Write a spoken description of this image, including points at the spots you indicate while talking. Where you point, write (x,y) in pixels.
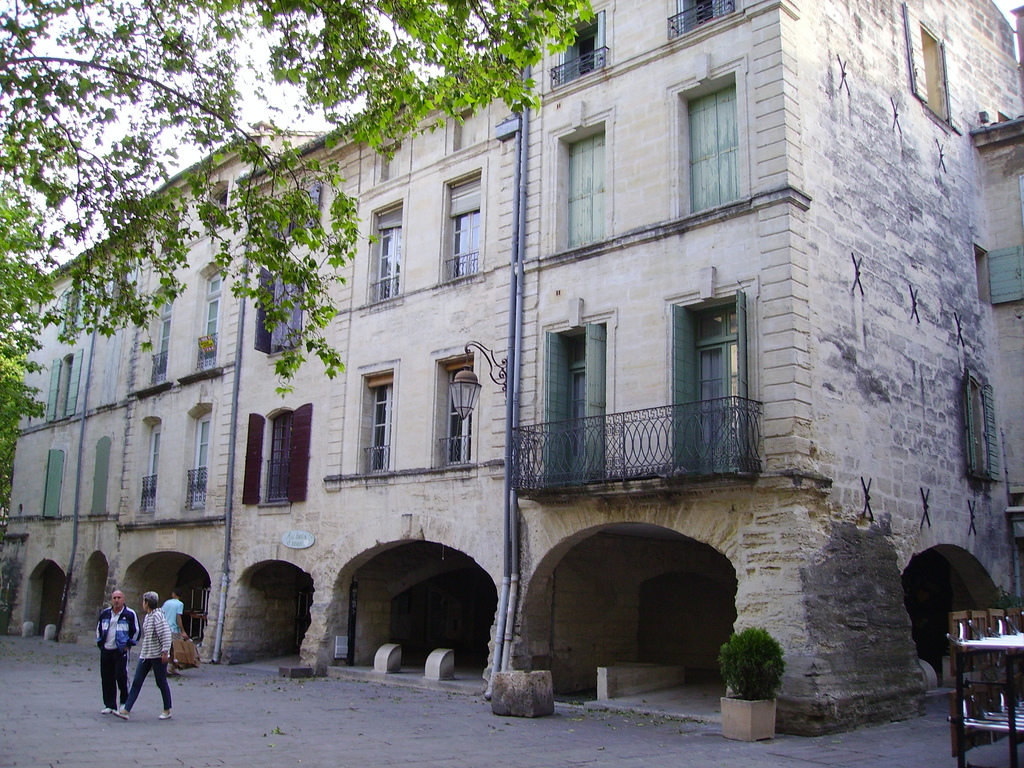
This is a building (185,412) with the windows (386,430). I think these are the pipes (523,237), which are attached to the wall (500,502). This looks like a flower pot (743,710) with a small plant (739,674). I can see three people (167,664) walking. This is a tree (22,290) with branches (92,161) and leaves (10,305).
